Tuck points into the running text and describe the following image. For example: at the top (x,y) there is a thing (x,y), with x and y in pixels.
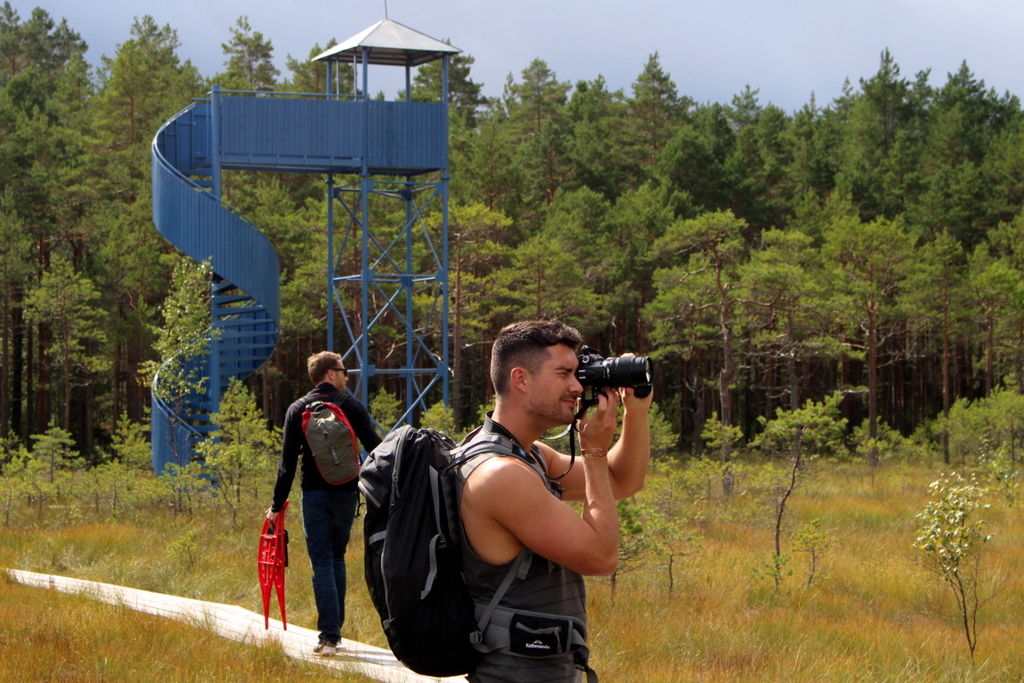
In this image I can see two men (286,441) are standing and I can see both of them are carrying bags (321,409). In the front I can see one of them is holding a camera (582,363) and in the background (317,498) I can see another one is holding a red colour thing (273,581). In the background (668,420) I can see grass (840,522), number of plants (387,407), number of trees (658,109), the sky (477,0), a tower (328,84) and near it I can see stairs (219,342).
